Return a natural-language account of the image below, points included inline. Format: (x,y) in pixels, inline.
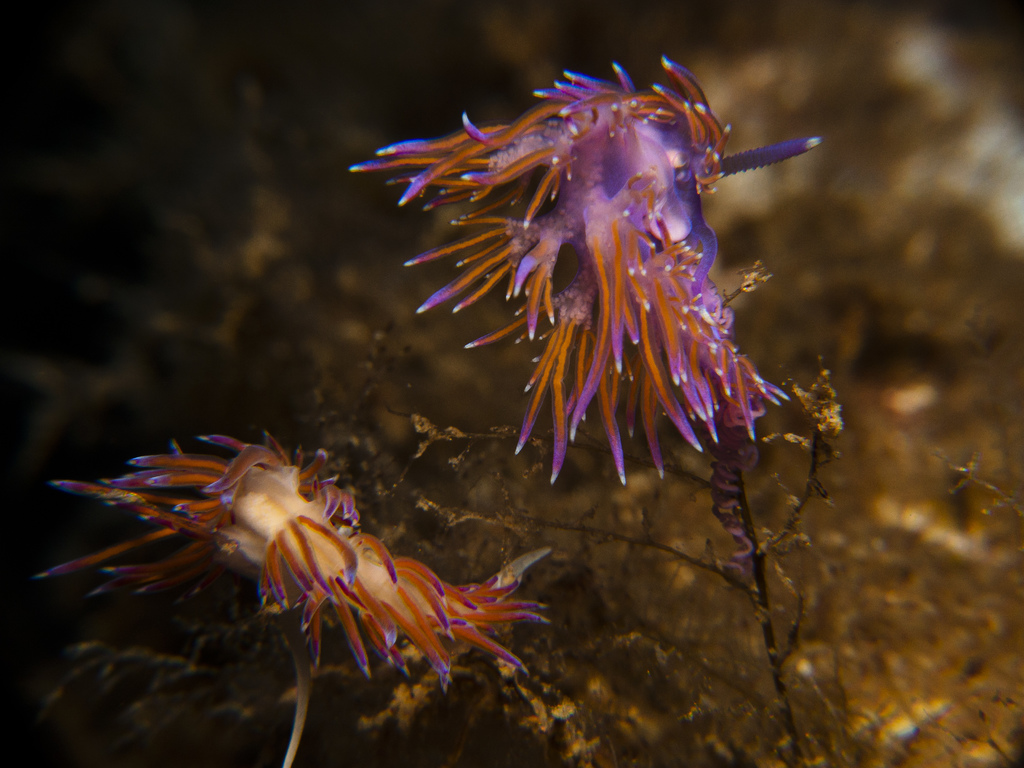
In this image there are sea slugs (347,545). The background (875,45) is blurry. They seem to be aquatic animals (471,342).
